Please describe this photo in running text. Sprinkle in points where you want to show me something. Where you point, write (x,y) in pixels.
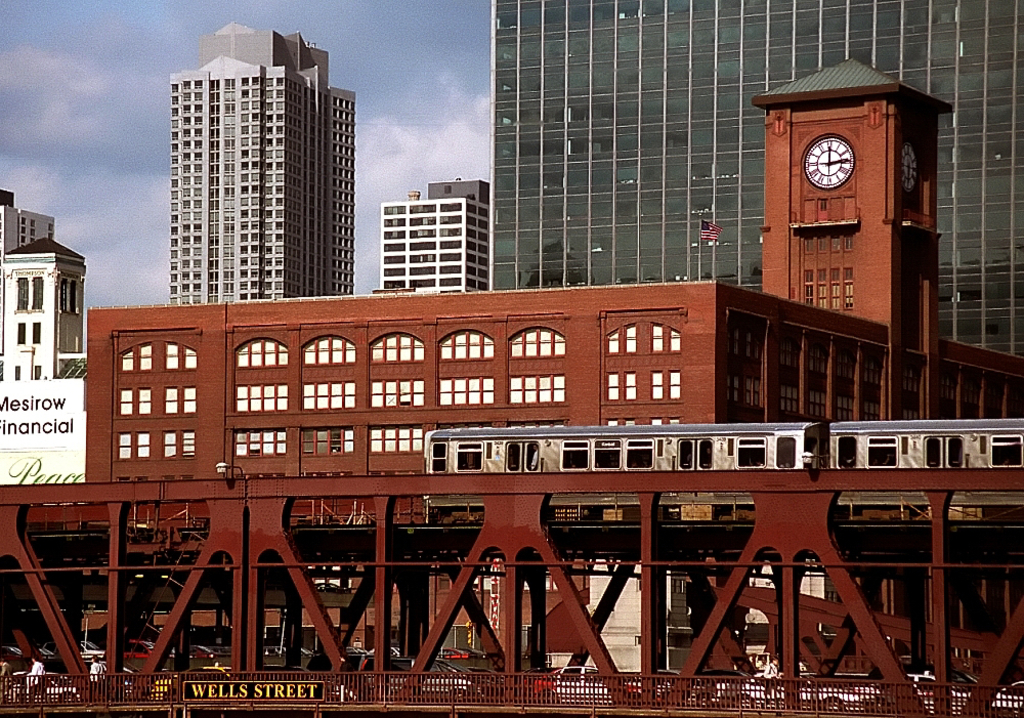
In this image there are buildings (405,328) and a clock (819,183). And there is a flag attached to the building (314,465). And there is a train (711,444) passing on a bridge (257,494). At the bottom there are vehicles (136,653) on the road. At the top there is a sky (104,164).
